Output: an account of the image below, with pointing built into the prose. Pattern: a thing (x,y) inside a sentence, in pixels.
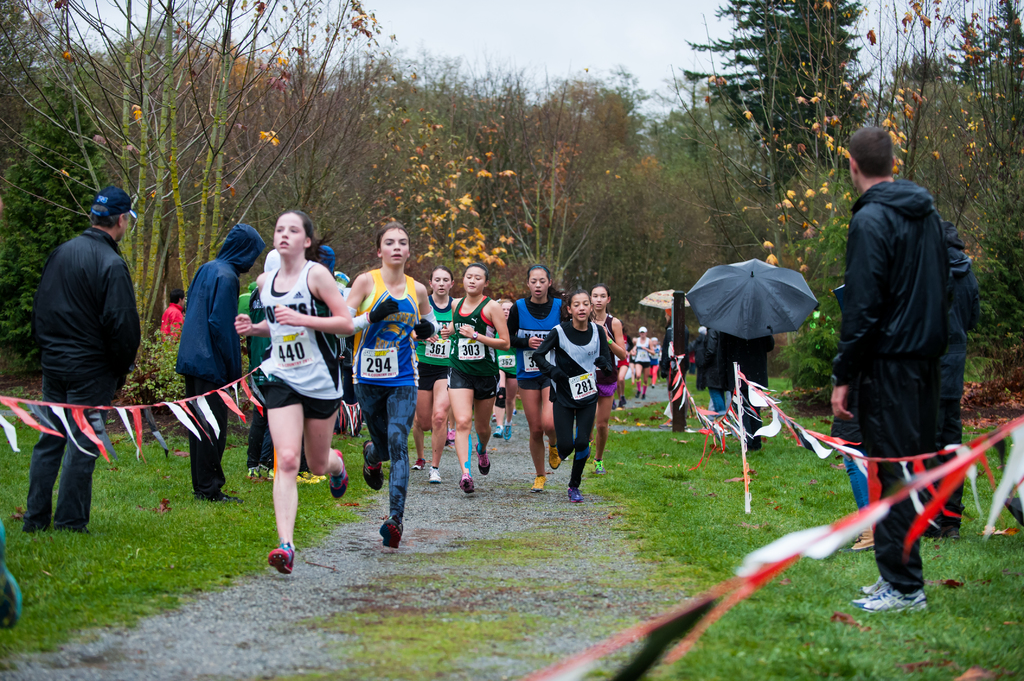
In this image I can see in the middle (428,379) a group of girls (525,303) are running. At the top (555,61) it is the sky (545,32).
